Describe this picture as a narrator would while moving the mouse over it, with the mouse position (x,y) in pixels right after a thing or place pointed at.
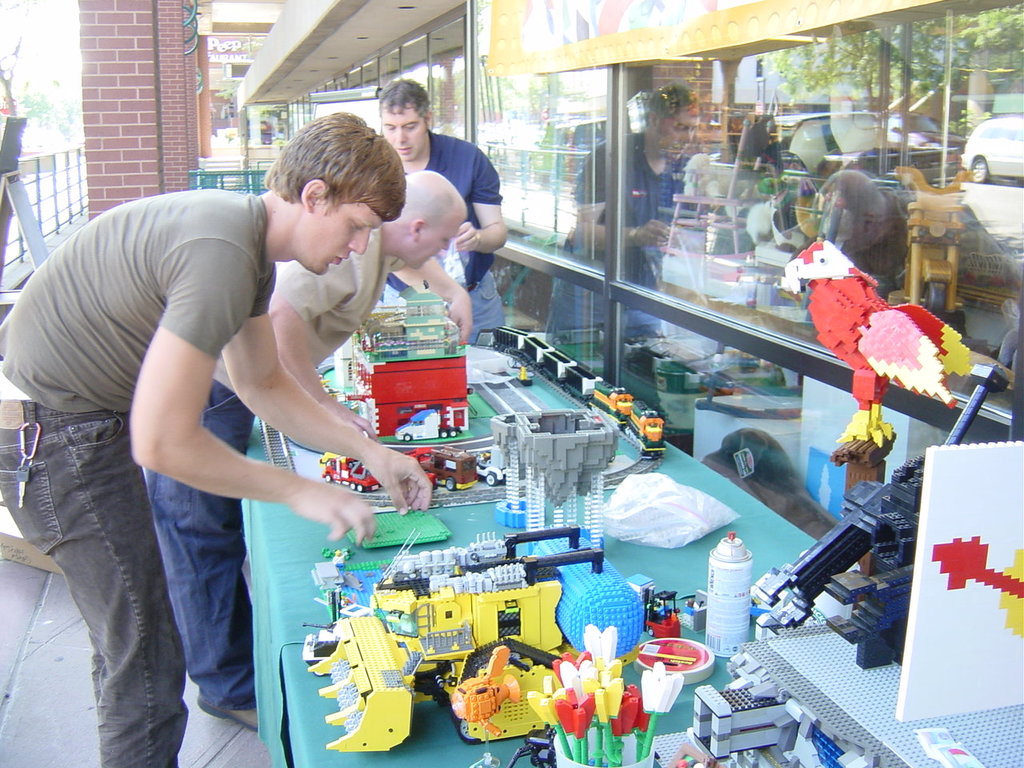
In this image I can see three people (288,306) standing and wearing the different color dresses (215,278). I can see the table (259,615) in-front of these people (219,615). On the table (347,538) I can see the miniatures (346,617) made of lego (344,565), bottle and some objects (552,695) in the cup (616,755). To the right (786,420) I can see the glass (758,405). In the background (27,104) I can see the boards (4,191), railing (37,198), trees (1,82) and the sky (38,61).
